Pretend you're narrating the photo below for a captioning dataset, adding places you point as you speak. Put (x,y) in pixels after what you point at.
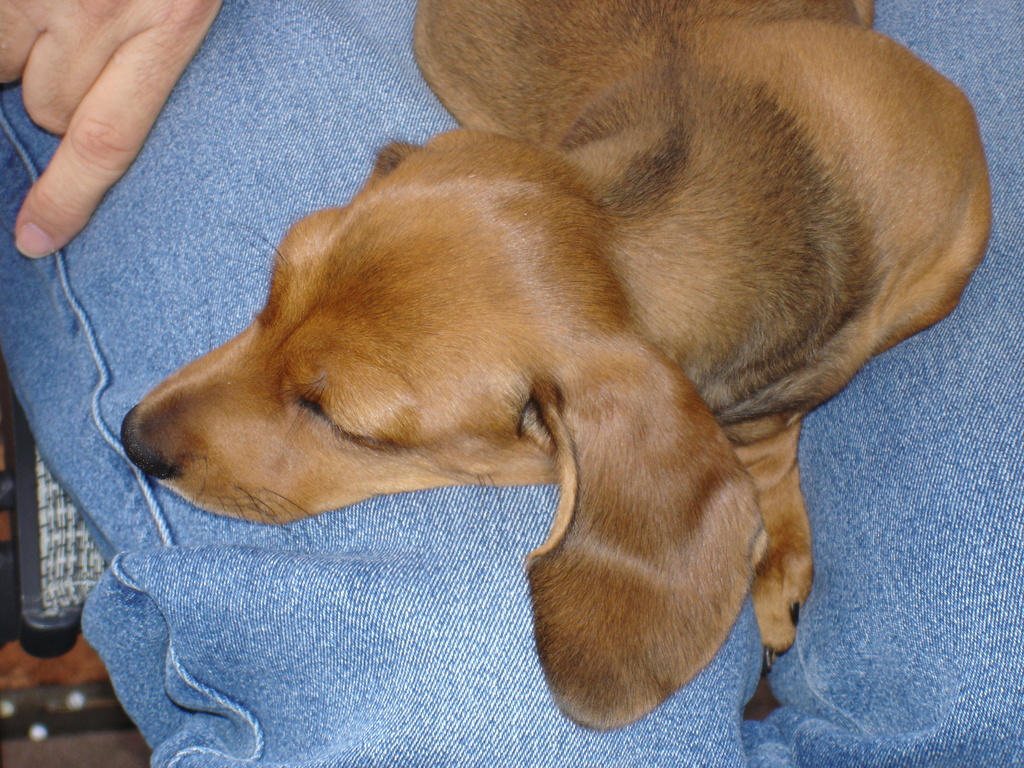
Here in this picture we can see a dog (745,206) lying on a person's lap (300,179), who is sitting over a place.
